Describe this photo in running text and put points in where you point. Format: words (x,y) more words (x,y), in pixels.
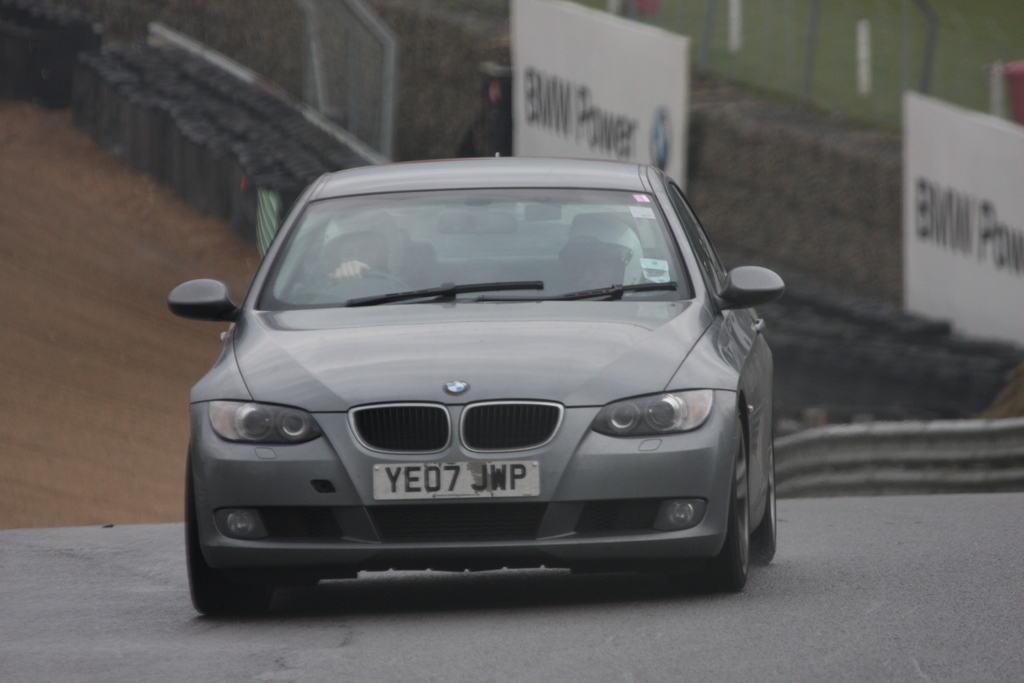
In this image a car (303,287) is on the road (547,642). Few persons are sitting inside the car (509,295). Few objects (193,117) are on the land (96,412). Behind there is a wall (860,240) having few banners (976,230). Right top there is a fence (809,73).
